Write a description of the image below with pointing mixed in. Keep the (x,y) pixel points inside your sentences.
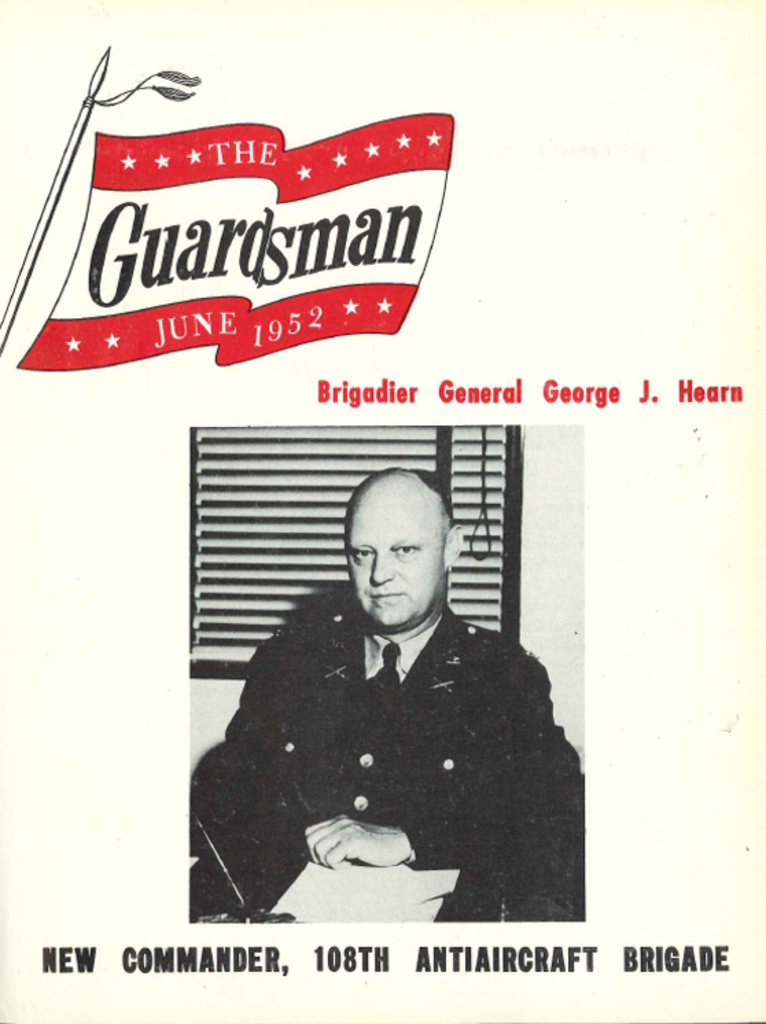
This image is an edited image in which there is the image of the person (372,783) and there is text (250,256) written on the image.
